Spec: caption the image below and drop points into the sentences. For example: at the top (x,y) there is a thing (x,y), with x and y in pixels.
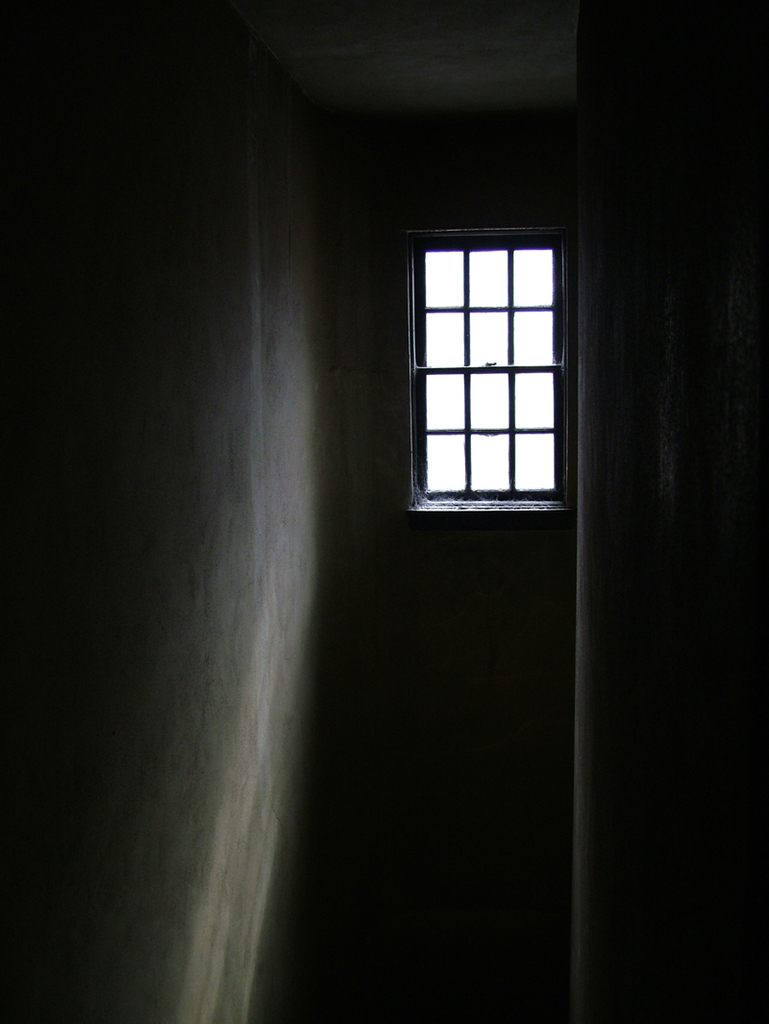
In this image I see the dark room (308,287) and I see the window (493,378) over here and I see the rods (495,372).
